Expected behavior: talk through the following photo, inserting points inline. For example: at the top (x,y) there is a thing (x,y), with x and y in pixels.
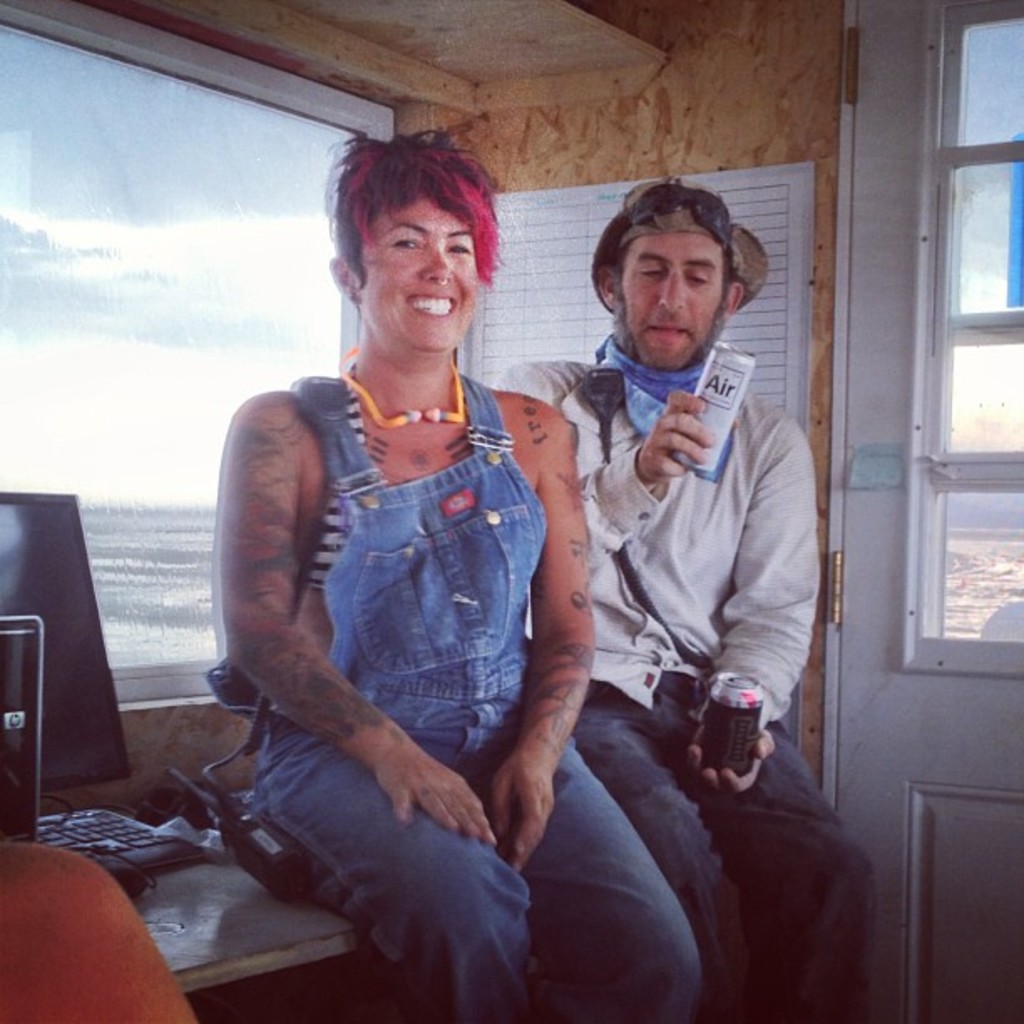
In this image we can see these two persons (467,633) are sitting on the table (188,936) and we can see the monitor (89,673) and keyboard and some objects (204,798) are kept on the table (261,929). In the background (266,322), we can see doors (925,656) and glass windows (255,308) through which we can see water (137,578) and the sky (33,396).
